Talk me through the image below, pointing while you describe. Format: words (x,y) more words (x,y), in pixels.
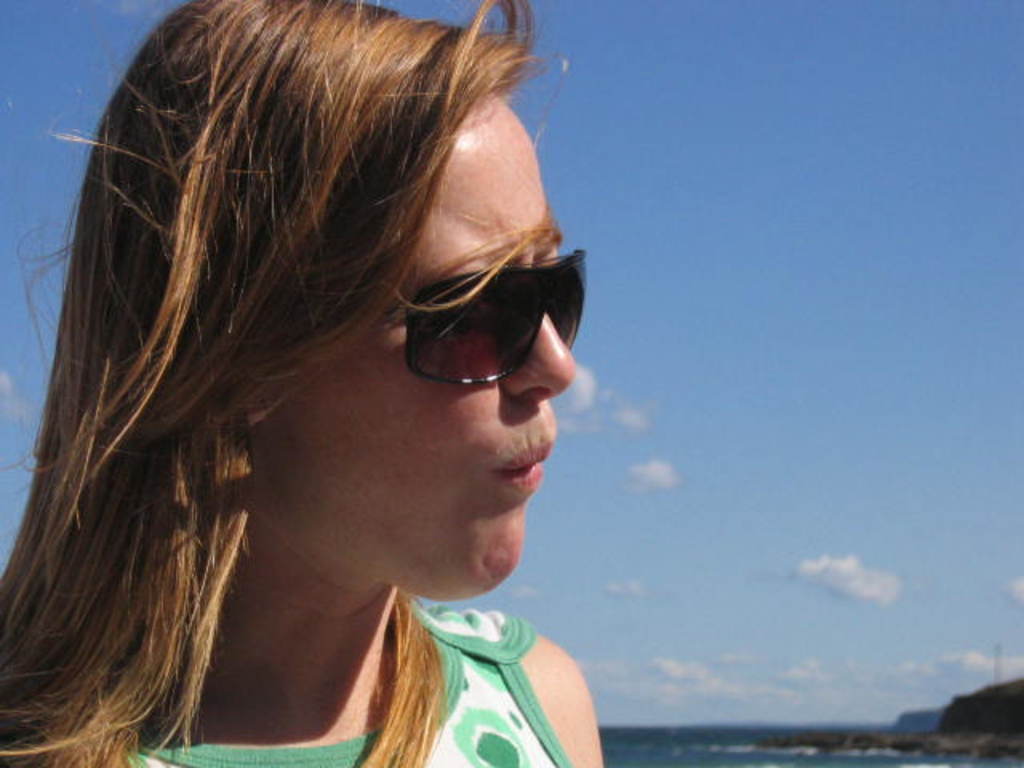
On the left side of this image (231,464) I can see a woman (480,649) wearing green color dress (492,686), black color goggles (435,355) and looking towards the right side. In the background (666,744) I can see the water (637,744) and a rock (961,711). On the top of the image (860,167) I can see the sky (898,451) and clouds (846,581).
